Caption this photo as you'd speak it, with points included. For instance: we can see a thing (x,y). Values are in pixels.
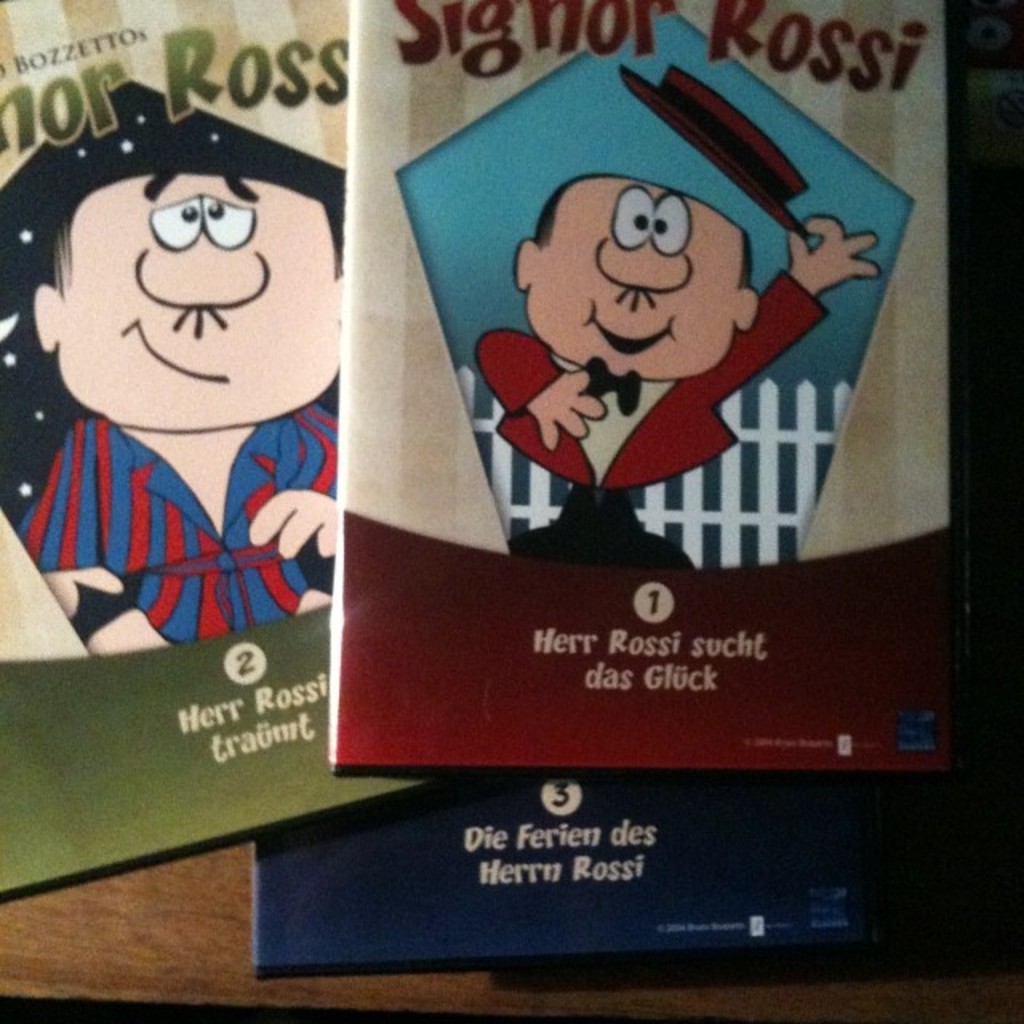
In this image, I can see the words (587,866) and cartoon images (652,442) on the book covers (277,877), which are on a wooden object (130,962).
